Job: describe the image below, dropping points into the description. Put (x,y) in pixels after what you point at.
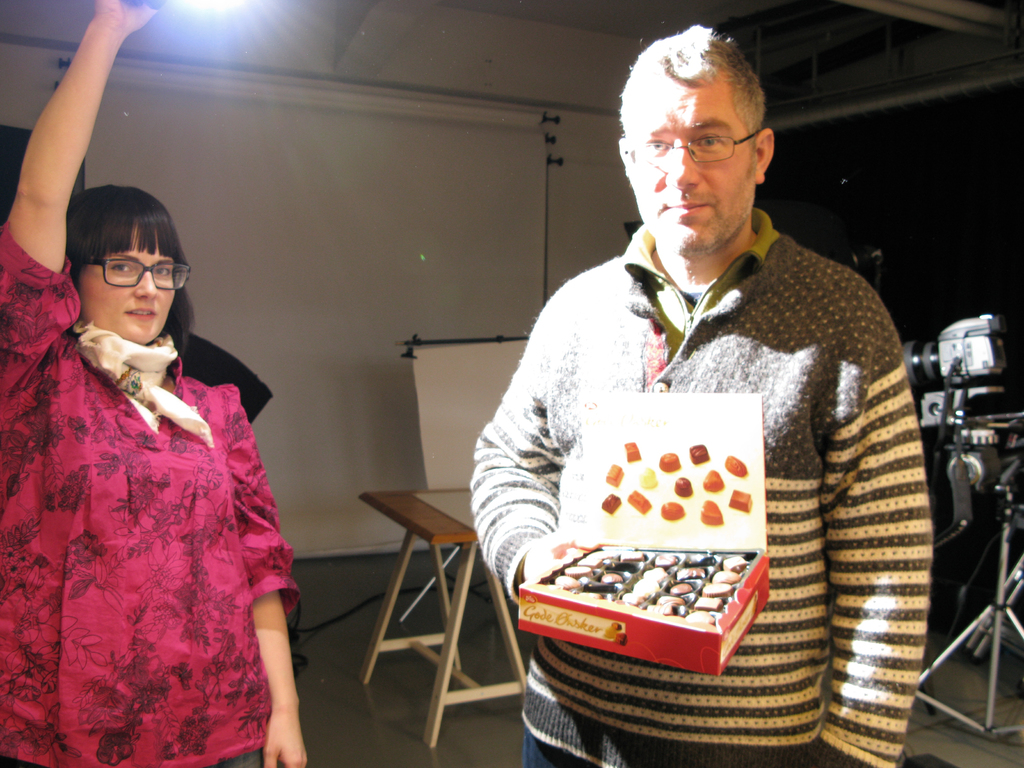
In this image there is a man (625,338) on the right side (747,368) who is holding the chocolate box (716,505). Beside him there is a woman (158,470) who is holding the torch light (182,9) by raising her hand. In the background (411,517) there is a table (394,499). Behind the table (393,515) there is a screen (372,239). On the right side (926,362) there is a camera (970,357).
